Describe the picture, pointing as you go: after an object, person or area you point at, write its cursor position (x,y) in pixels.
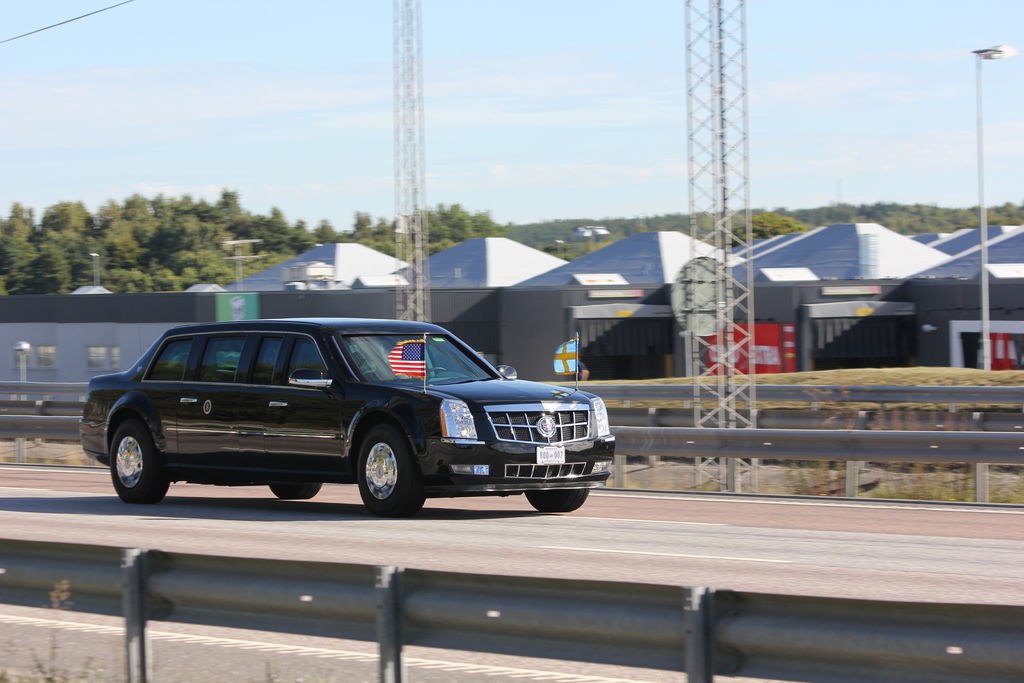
This picture is clicked outside. In the center (374,427) we can see a black color car (319,391) seems to be running on the road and we can see the flags (571,369) attached to the car (423,398). In the background (563,93) we can see the sky (515,75), metal rods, light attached to the pole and we can see the cabins (828,295) and the railings (807,390) and many other objects (735,341) and we can see the trees (487,235).
